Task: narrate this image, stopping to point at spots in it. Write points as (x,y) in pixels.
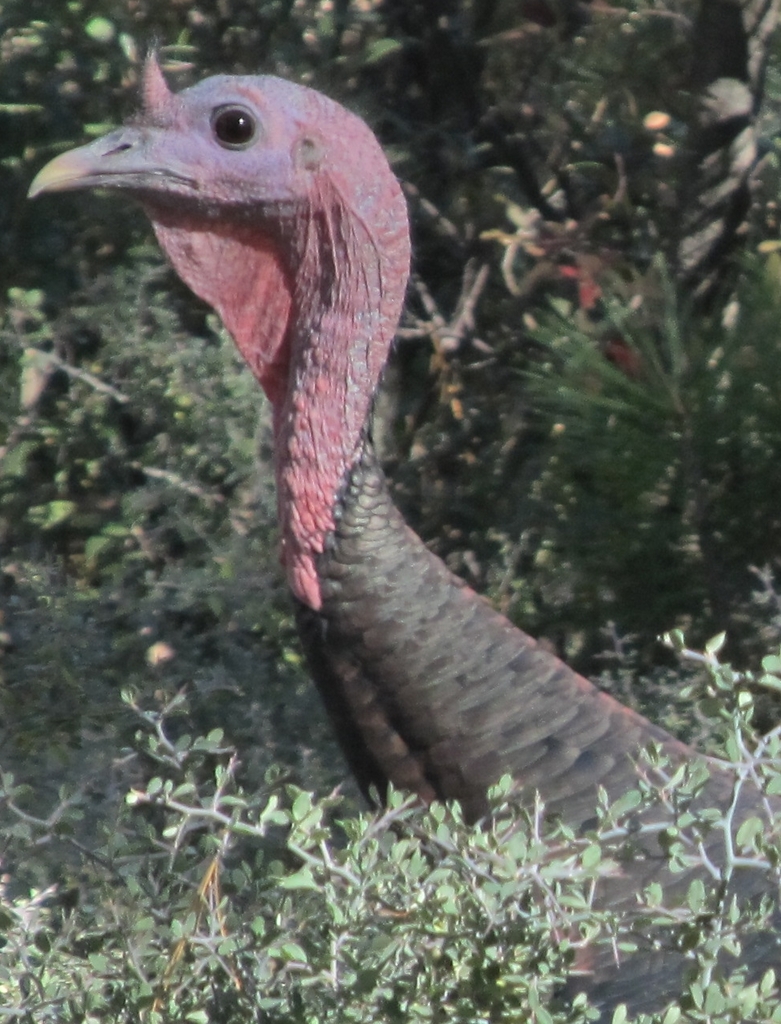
In the image we can see a bird (335,430). We can even see plants (543,429) and leaves (268,896).
